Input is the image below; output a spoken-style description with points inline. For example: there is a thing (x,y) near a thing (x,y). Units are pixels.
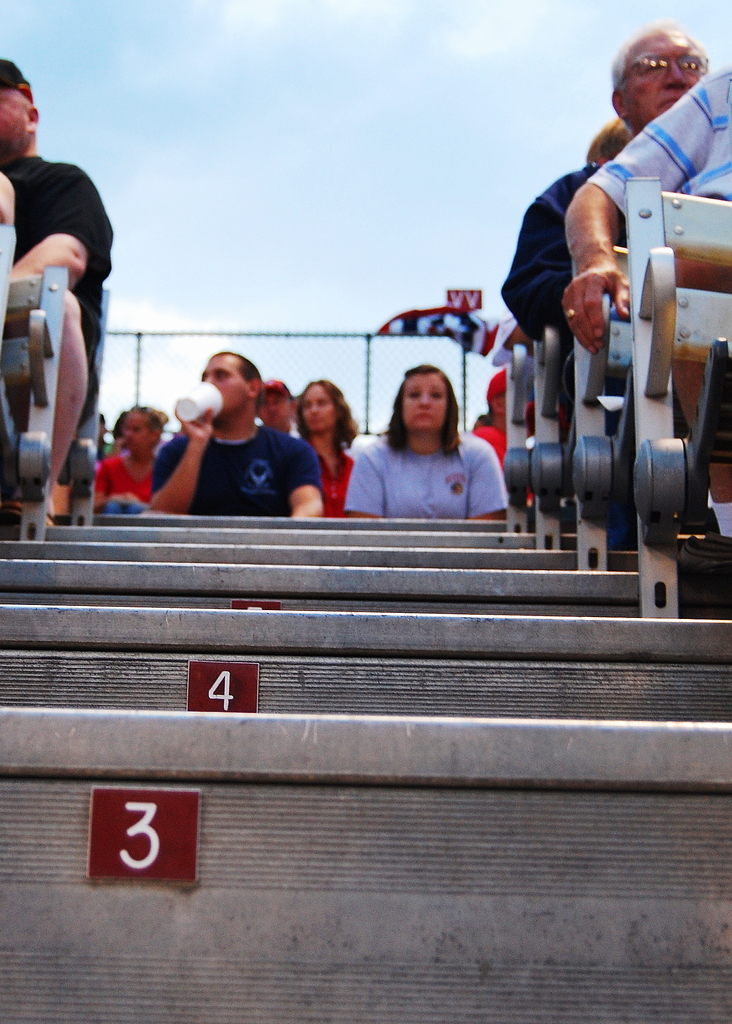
In this image we can see people (167,504) sitting. The man (246,406) sitting in the center (269,500) is holding a glass (188,397). There are stairs (323,741). In the background (441,361) there is a board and we can see sky (376,122).
